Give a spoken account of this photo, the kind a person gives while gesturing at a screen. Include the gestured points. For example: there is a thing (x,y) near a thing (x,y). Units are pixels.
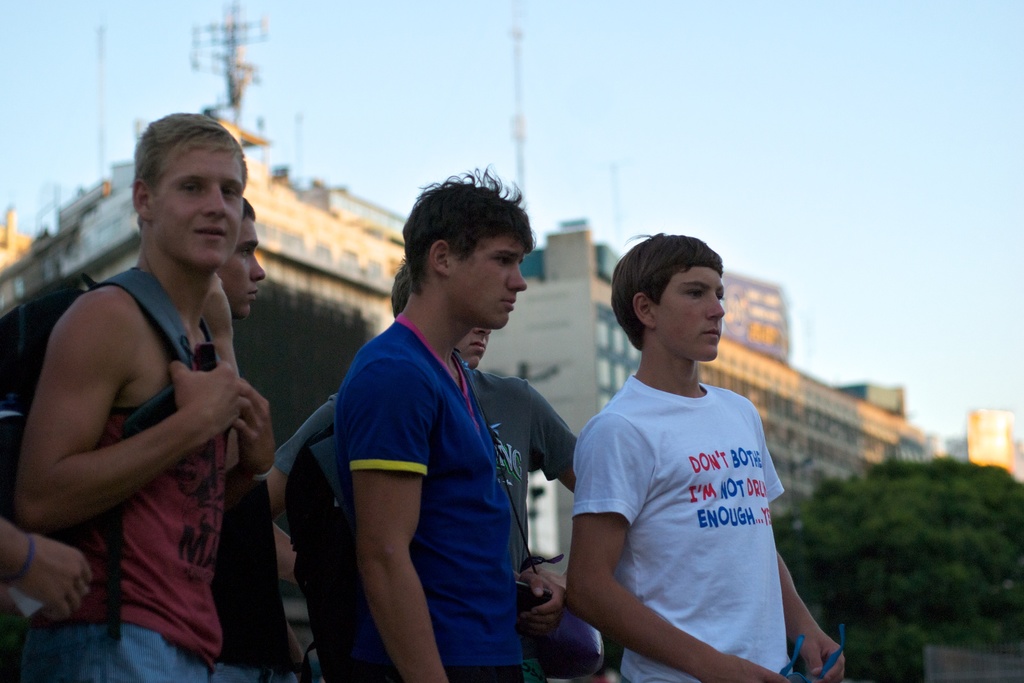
In this image, we can see people (440,560) and some are wearing bags (339,616) and one of them is holding glasses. In the background (892,513), there are buildings (245,137) and we can see trees (897,470) and poles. At the top (797,123), there is sky (764,130).
